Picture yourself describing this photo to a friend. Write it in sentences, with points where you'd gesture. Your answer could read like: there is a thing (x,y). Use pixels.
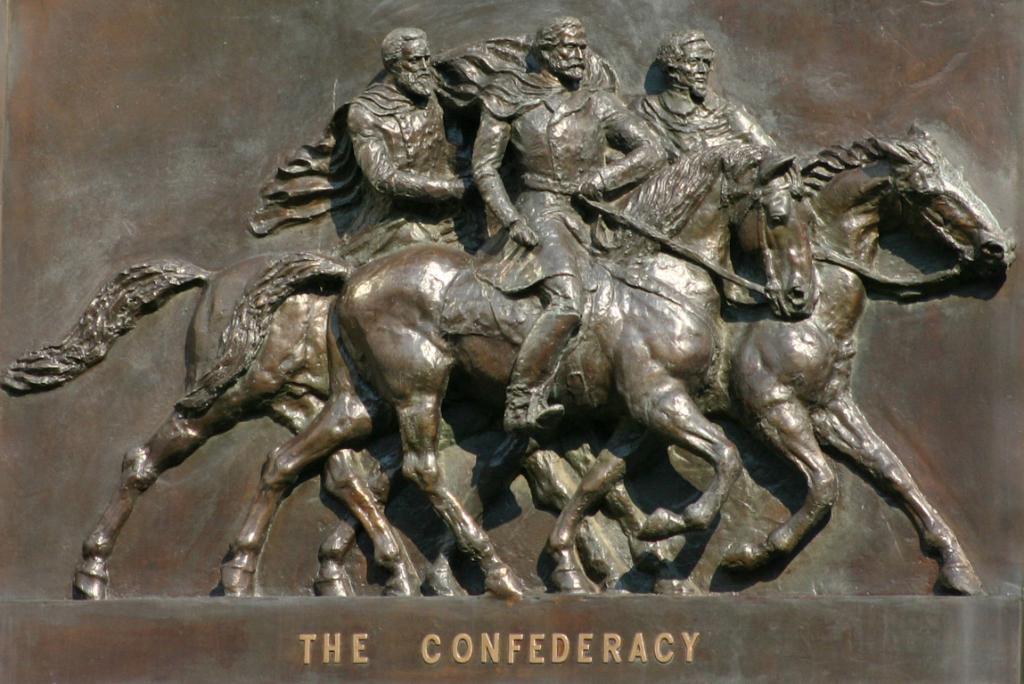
In this image there is a depiction of sculpture (438,156).
